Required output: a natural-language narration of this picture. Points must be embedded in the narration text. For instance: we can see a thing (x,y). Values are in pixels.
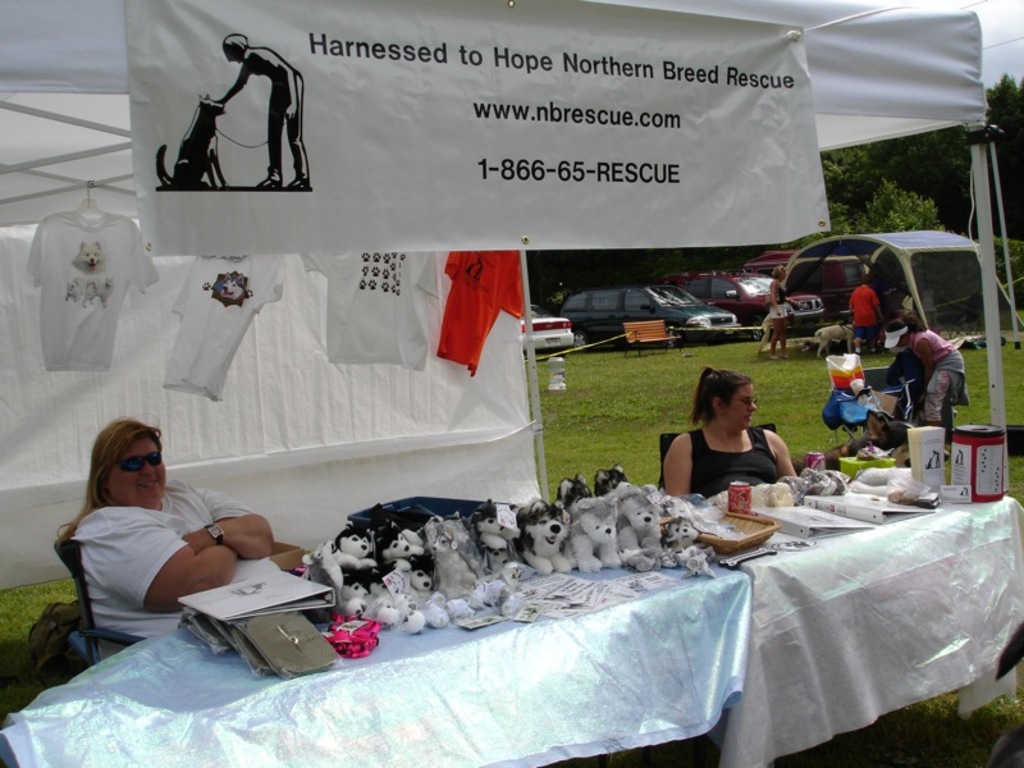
Two women (167,576) are sitting in chairs (87,597) at a table (425,659) with some dolls (476,552) on it.
